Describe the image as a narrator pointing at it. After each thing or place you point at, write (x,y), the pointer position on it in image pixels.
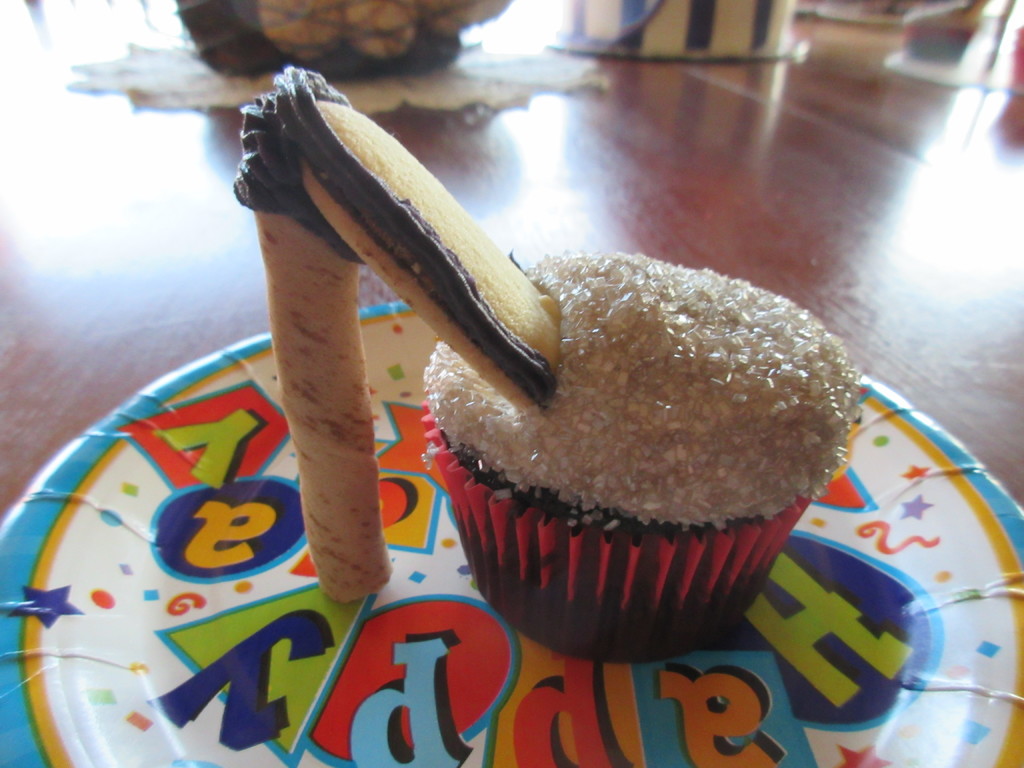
In this image we can see a cup cake (528,559) with a wafer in a plate (732,680) which is placed on the table (156,227). At the top of the image (366,80) we can see some objects (575,42).
